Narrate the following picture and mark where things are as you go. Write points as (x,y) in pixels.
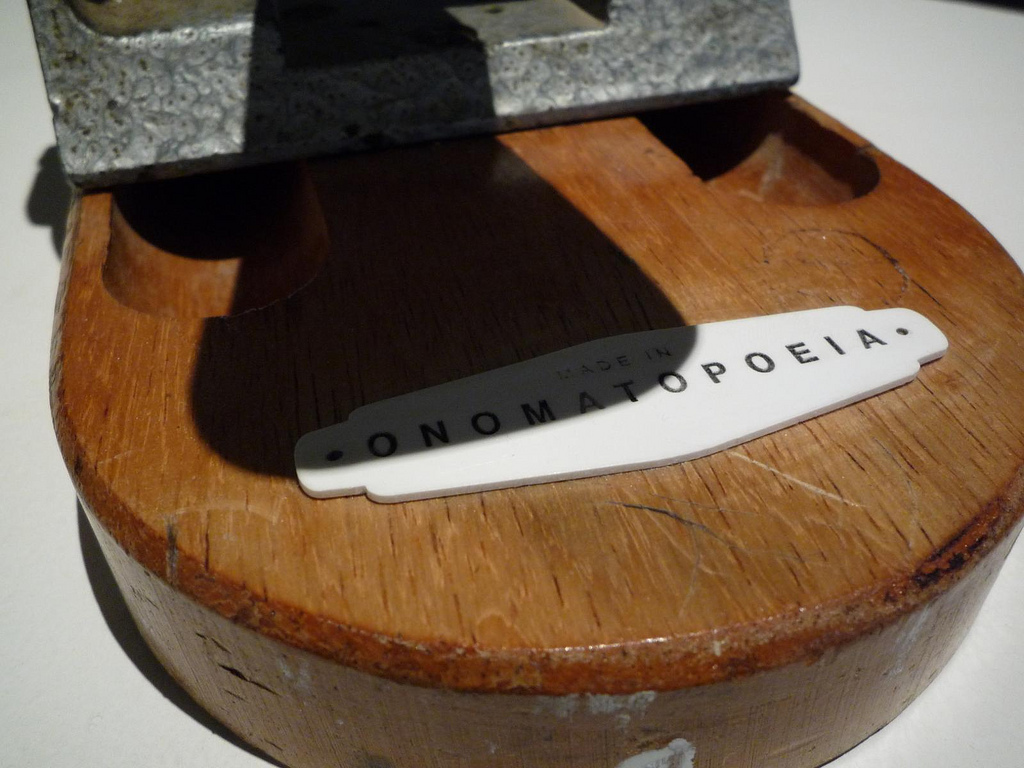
In the picture we can see a round wooden plank (366,546) on it we can see some iron metal (288,88) on it.
